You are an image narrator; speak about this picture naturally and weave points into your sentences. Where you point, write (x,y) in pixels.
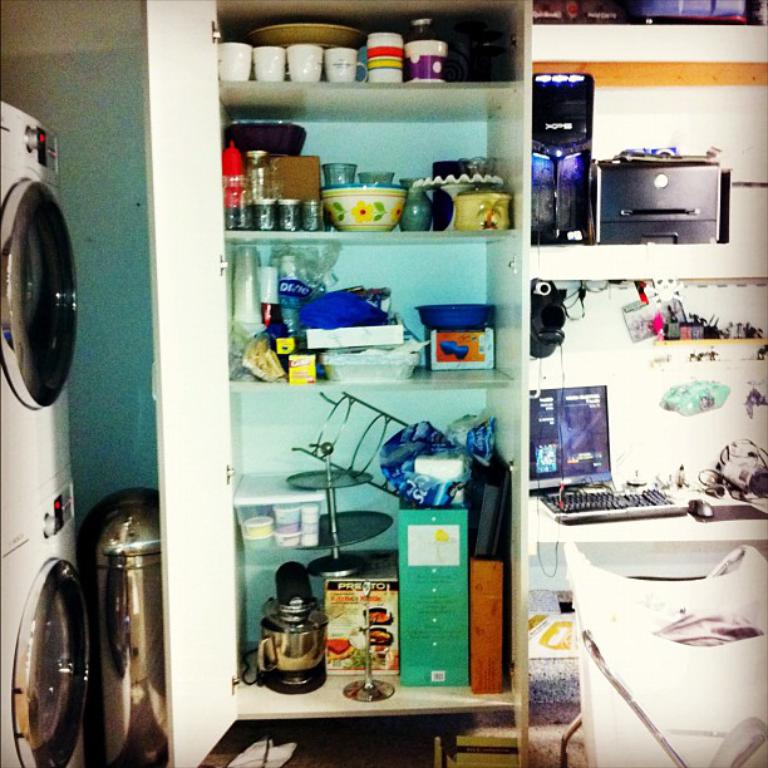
In this picture we can see few cups (266,78), bottles (257,187), boxes (305,355) and other things (371,230) in the racks (331,136), and also we can see a laptop (591,469), keyboard (609,512), mouse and cables (735,484).
